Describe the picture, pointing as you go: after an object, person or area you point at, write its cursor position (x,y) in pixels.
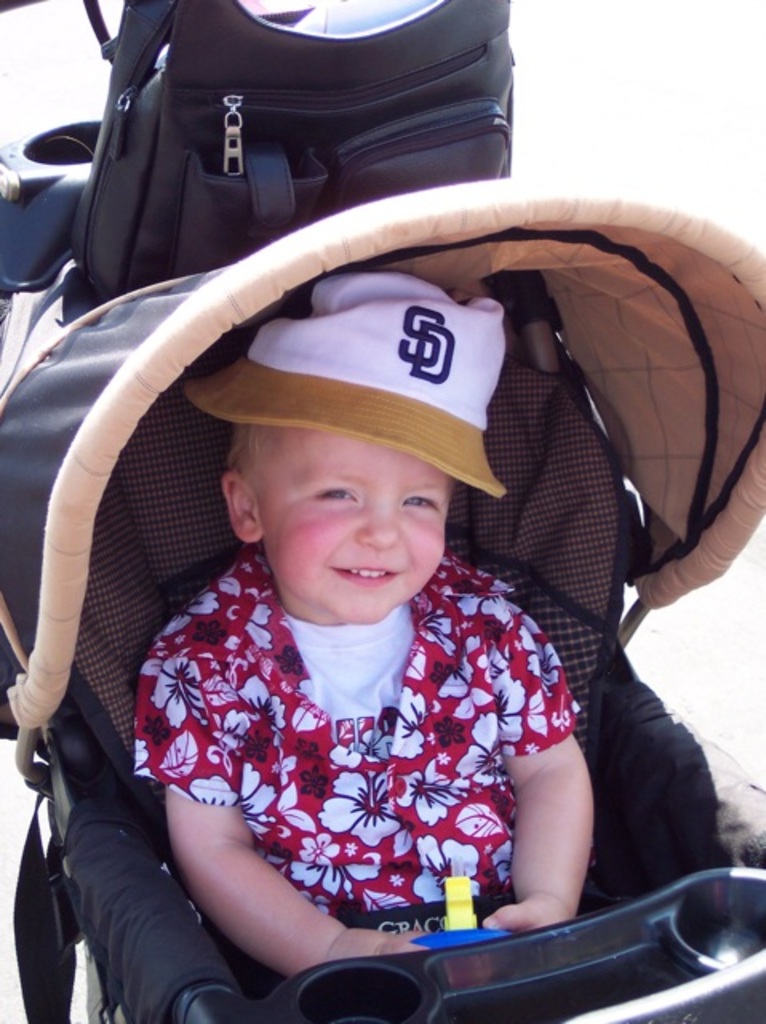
This image is taken outdoors. In the middle of the image (365,435) a boy (331,604) is sitting in the baby carrier (178,479) and he is holding a toy (459,933) in his hands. At the top of the image (198,156) there is a handbag (157,125) on the baby carrier (188,570).
